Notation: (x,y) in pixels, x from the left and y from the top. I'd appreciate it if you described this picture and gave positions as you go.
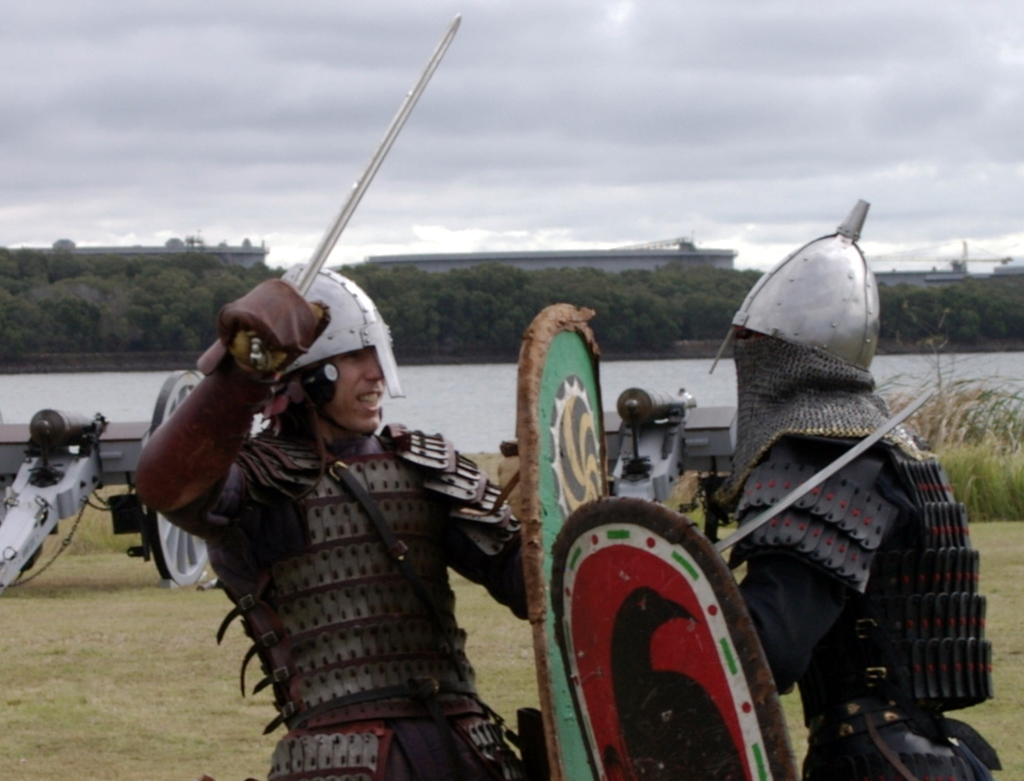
In this image we can see two men (754,508). They are wearing Armour (883,546) and holding sword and shield (541,548) in their hand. In the background (77,449), we can see metal objects (697,426), grass (947,456), water body (469,380), trees (521,293) and buildings (716,256). At the top of the image (607,119) we can see the sky (660,77).
